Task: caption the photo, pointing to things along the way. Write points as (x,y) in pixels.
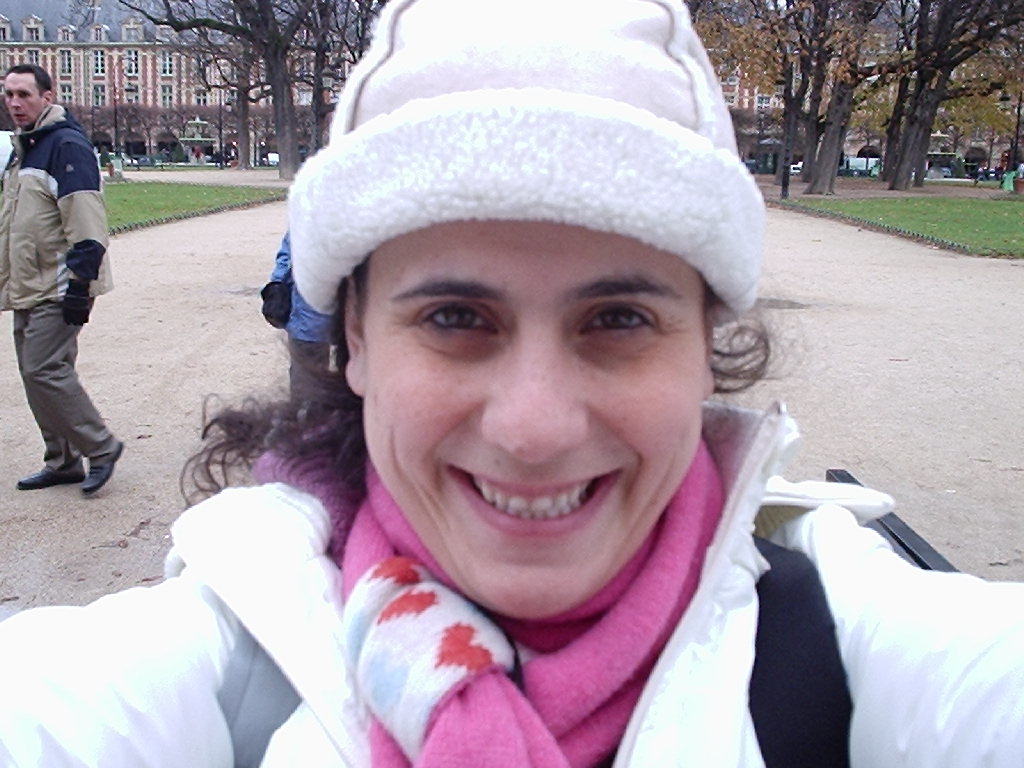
This is the picture of a person (565,624) wearing jacket (910,713), hat (484,181) and behind there are some trees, plants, buildings (193,13), people (43,391) and some vehicles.
